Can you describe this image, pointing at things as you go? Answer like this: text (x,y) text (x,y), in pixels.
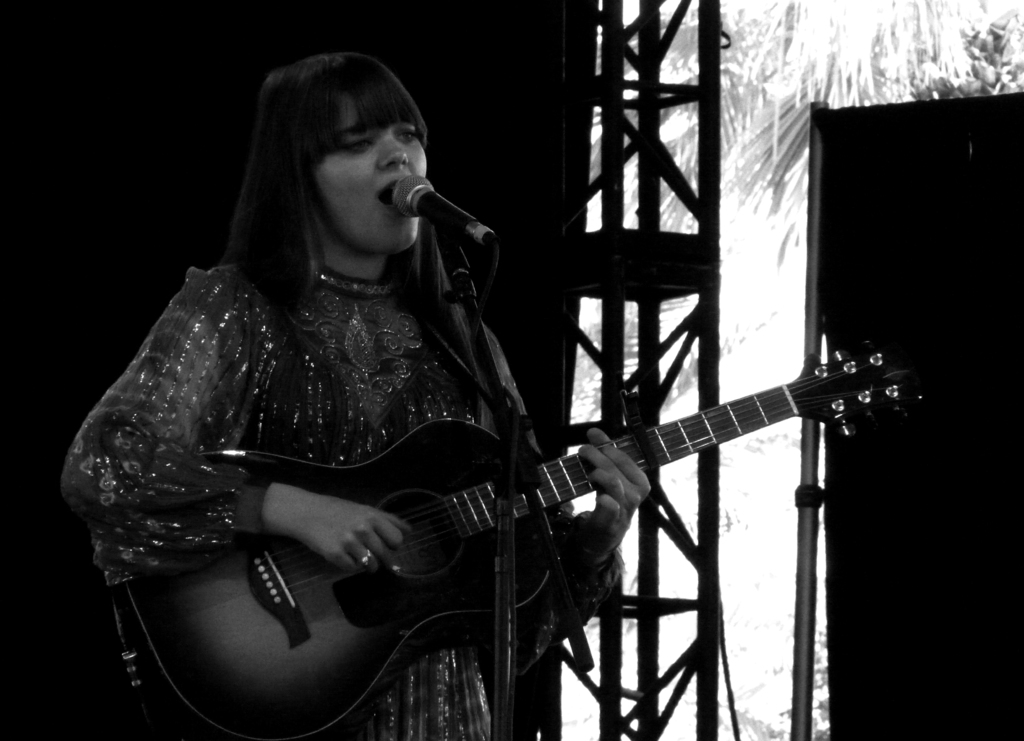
In the center (355,402) woman (364,367) is standing in this picture singing in front of the mic (419,207) holding a musical instrument (367,608) in her hand (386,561). In the background (836,104) there are trees (670,146), stand (675,257) and a black colour sheet (941,524).
